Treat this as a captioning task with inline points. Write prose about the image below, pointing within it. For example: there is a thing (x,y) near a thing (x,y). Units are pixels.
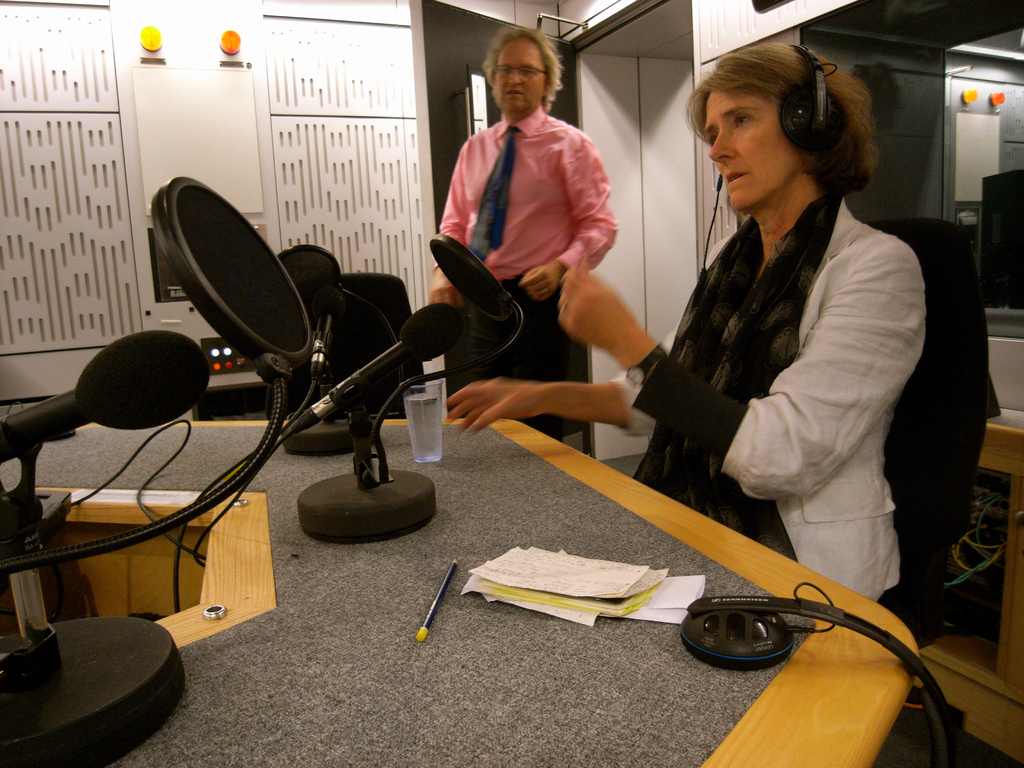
Here we can see one women (719,100) sitting on a chair (912,391) wearing headsets (808,102) and a scarf (744,398) in front of a table (485,509) and on the table (465,502) we can see mikes (396,491), glass of water (423,463), pencil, papers (550,590). We can see one man (510,168) standing near to this woman (832,364).
